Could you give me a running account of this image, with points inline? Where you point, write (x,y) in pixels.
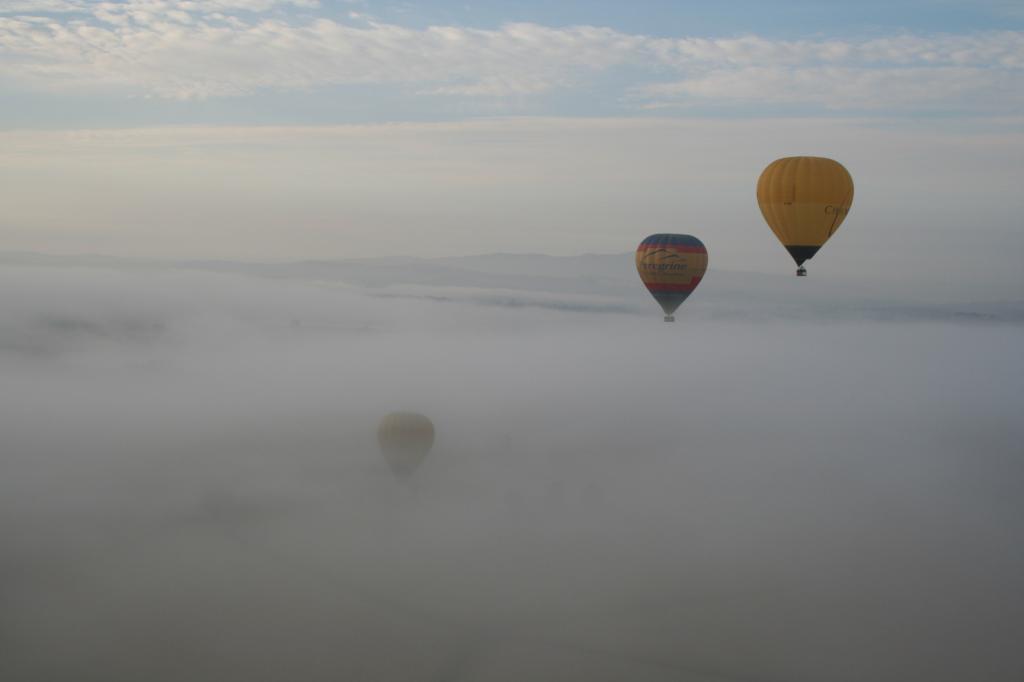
In this image we can see the hot air balloon (680,279) in the fog (810,397). And we can see the hills (443,271). And we can see the sky (618,90) with the clouds (424,90).
